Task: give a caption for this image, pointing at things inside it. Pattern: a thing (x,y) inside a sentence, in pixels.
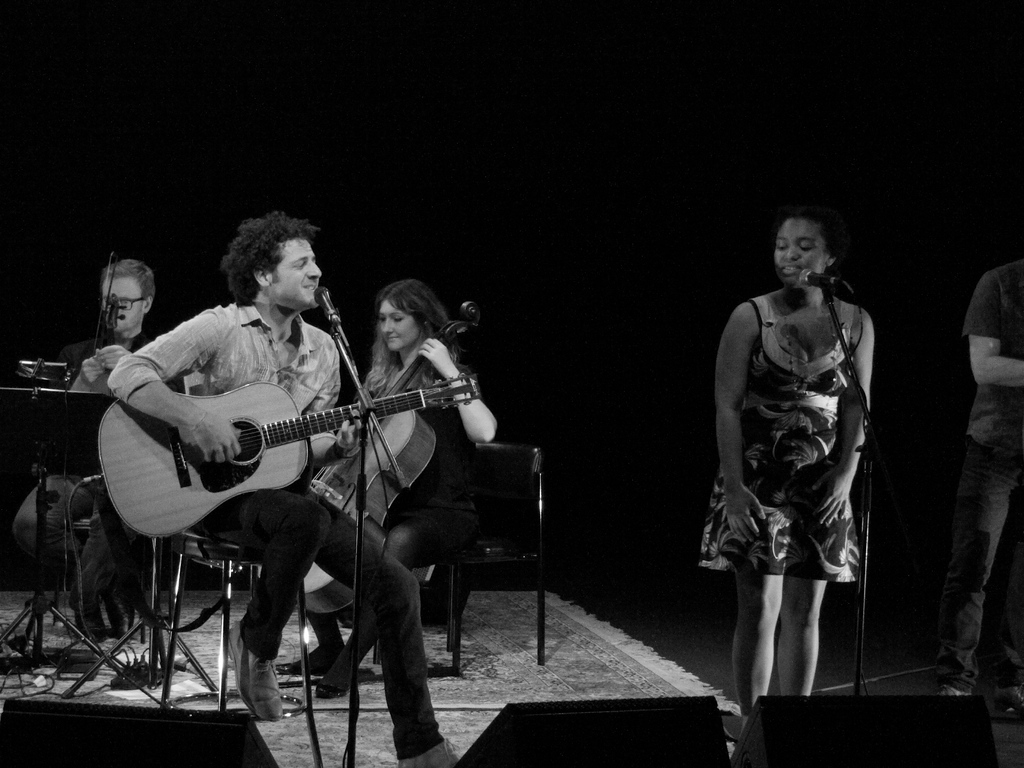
Bottom left side of the image (296,553) few people (413,321) are sitting and playing some musical instruments (334,431). Bottom right side of the image (808,630) two persons (793,300) standing. In the middle of the image (351,350) there is a microphone (823,274).
